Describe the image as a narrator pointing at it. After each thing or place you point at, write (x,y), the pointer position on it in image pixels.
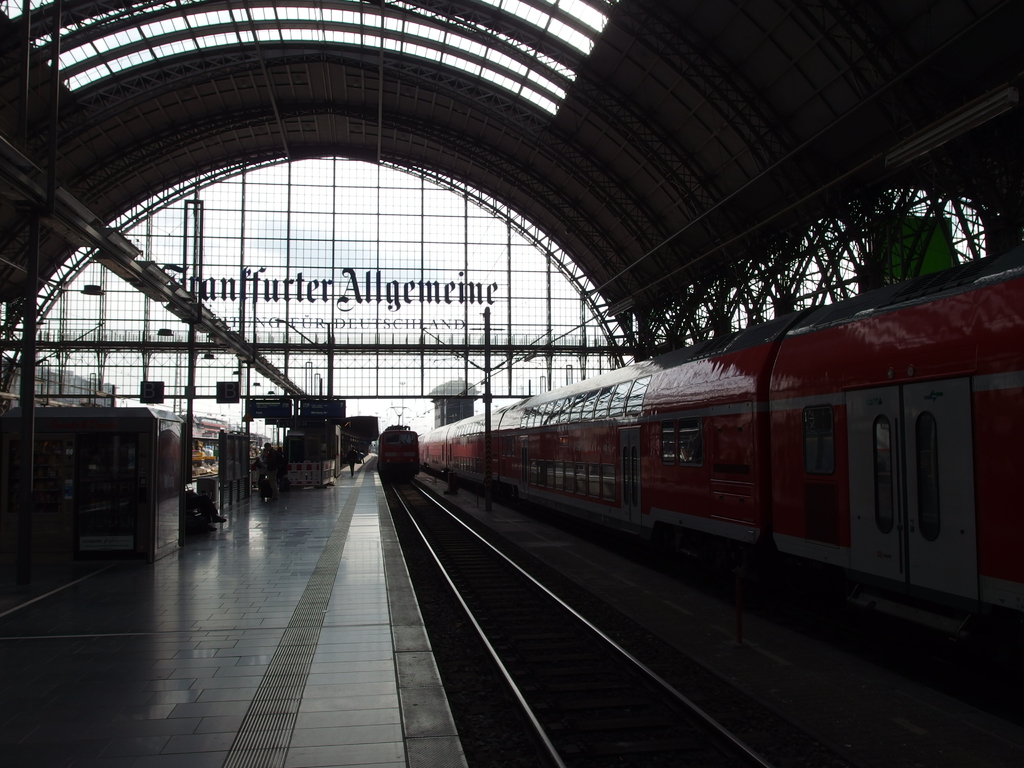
This is the inside view of a railway station (363,441) where we can see platform (334,579), railway track (620,633) and trains (783,445).
